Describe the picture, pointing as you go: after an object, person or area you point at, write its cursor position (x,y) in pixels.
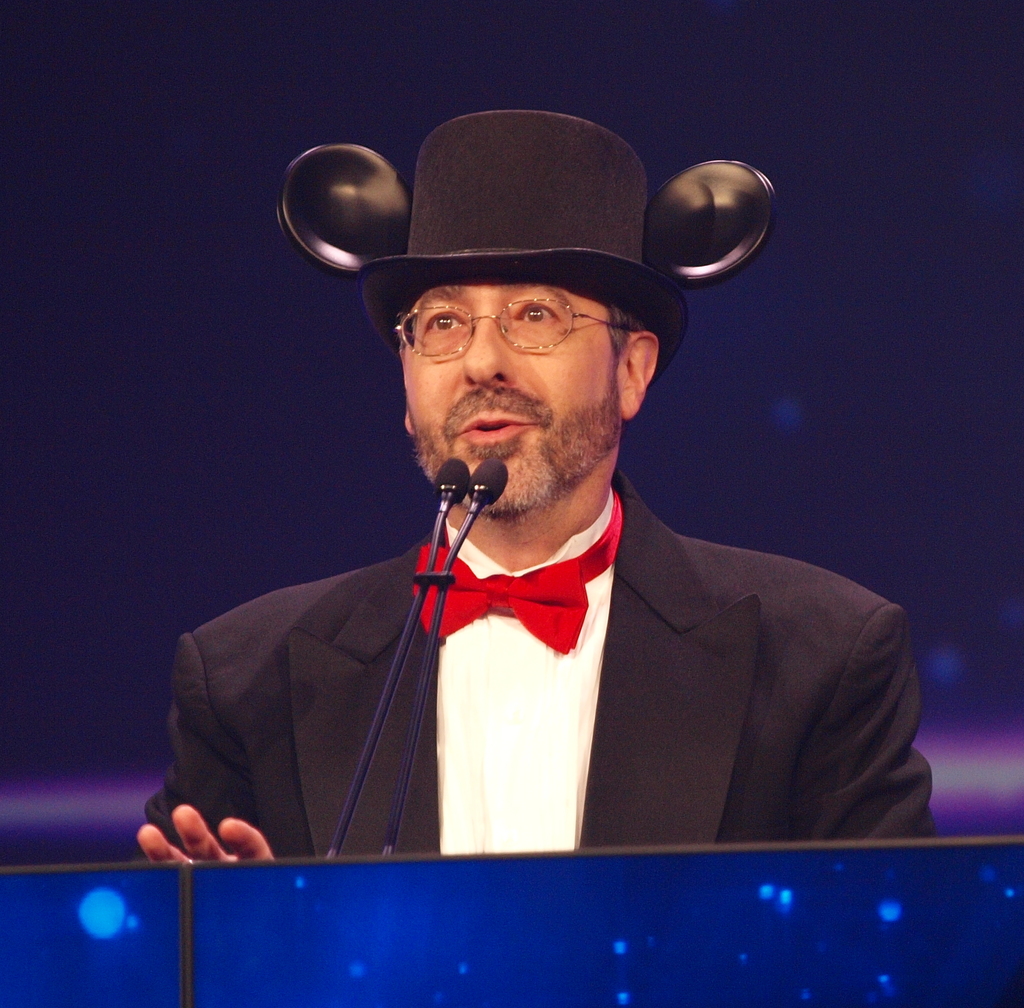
In this image there is a man (579,611) standing near a podium (465,892) and there are mike's (440,589), in the background (416,508) there is a wall (989,643).
